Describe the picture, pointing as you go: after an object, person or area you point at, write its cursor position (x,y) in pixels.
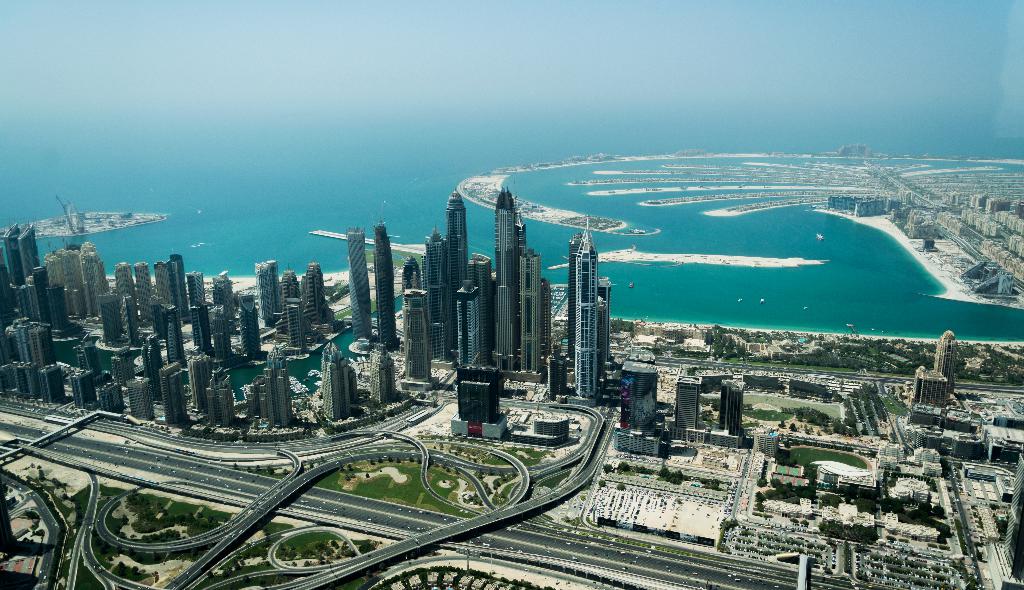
This image is taken outdoors. At the top of the image (292,27) there is a sky (642,36) with clouds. In the background (364,204) there is a sea (221,198) with water (221,198). At the bottom of the image (255,398) there are many buildings (163,335), skyscrapers (427,357) and houses (852,521) on the ground (900,425). There are many trees (647,471), plants (634,471) and roads (354,495). A few vehicles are moving on the road (452,536) and a few are parked on the ground (711,511).
